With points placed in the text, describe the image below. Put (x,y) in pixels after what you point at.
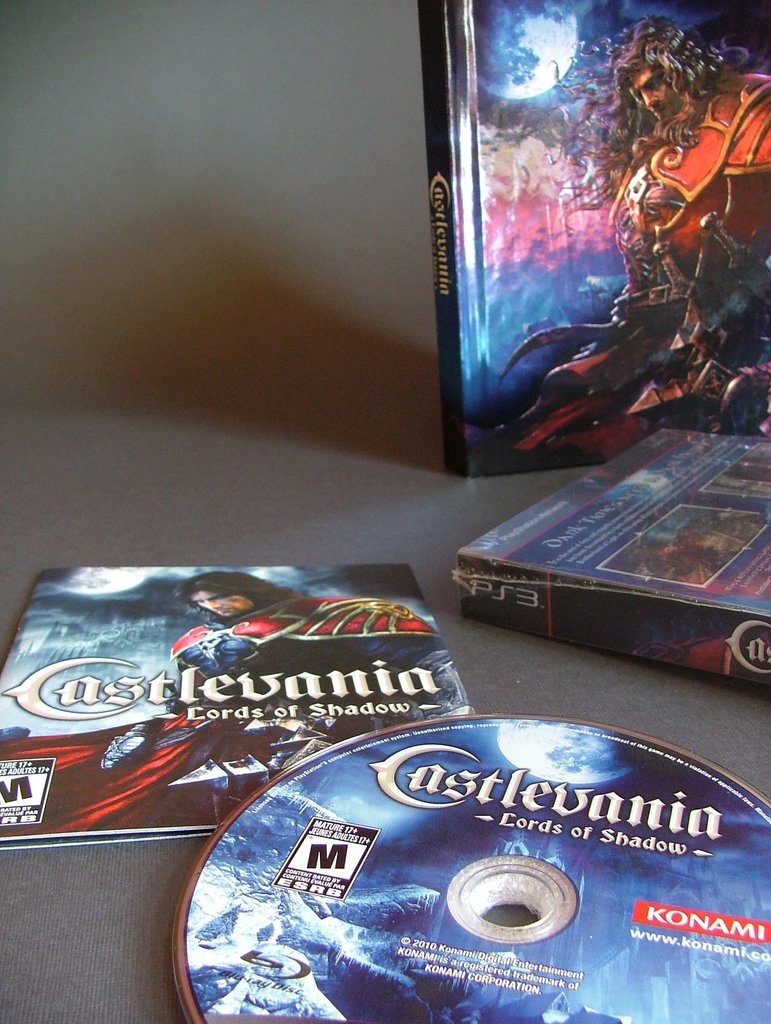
In this image we can see a disc (370,821), some cases (707,595) and a book (214,748) with some pictures (639,360) and text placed on the surface (205,517).
